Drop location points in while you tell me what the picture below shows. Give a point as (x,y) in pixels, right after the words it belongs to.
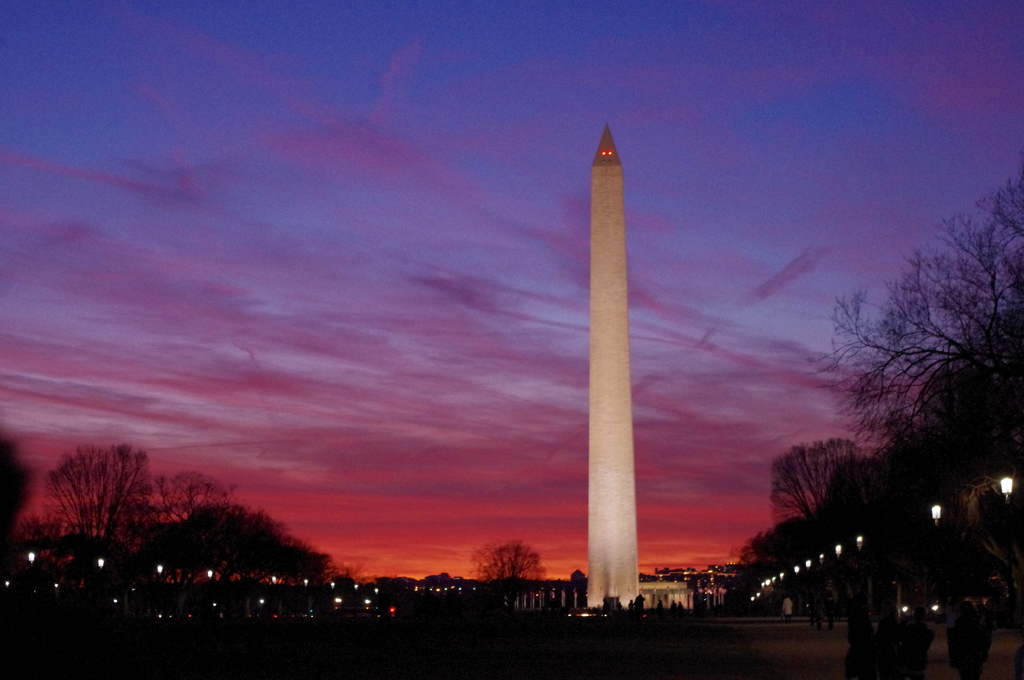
At the bottom (213,646) the image is dark but we can see trees (297,553), light poles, few persons (883,667) are standing on the road (782,653) on the right side (843,661). In the background (88,485) there is a tower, tree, lights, buildings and clouds (276,466) in the sky (216,466).
